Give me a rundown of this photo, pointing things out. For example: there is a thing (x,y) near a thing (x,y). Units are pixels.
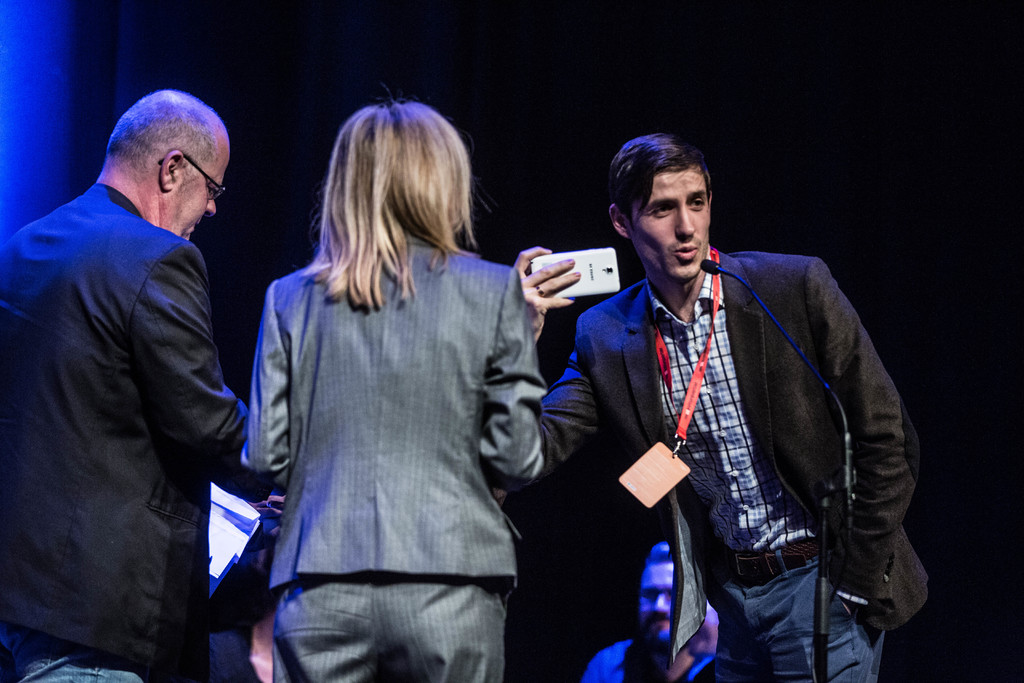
In this image, we can see a person (779,264) wearing clothes (761,372) and standing in front of the mic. Another person (543,290) is holding a mobile phone (603,278) with their hand (538,276). There are two persons (399,382) standing and wearing clothes (120,411). There is an another person (642,636) at the bottom of the image (635,662).
